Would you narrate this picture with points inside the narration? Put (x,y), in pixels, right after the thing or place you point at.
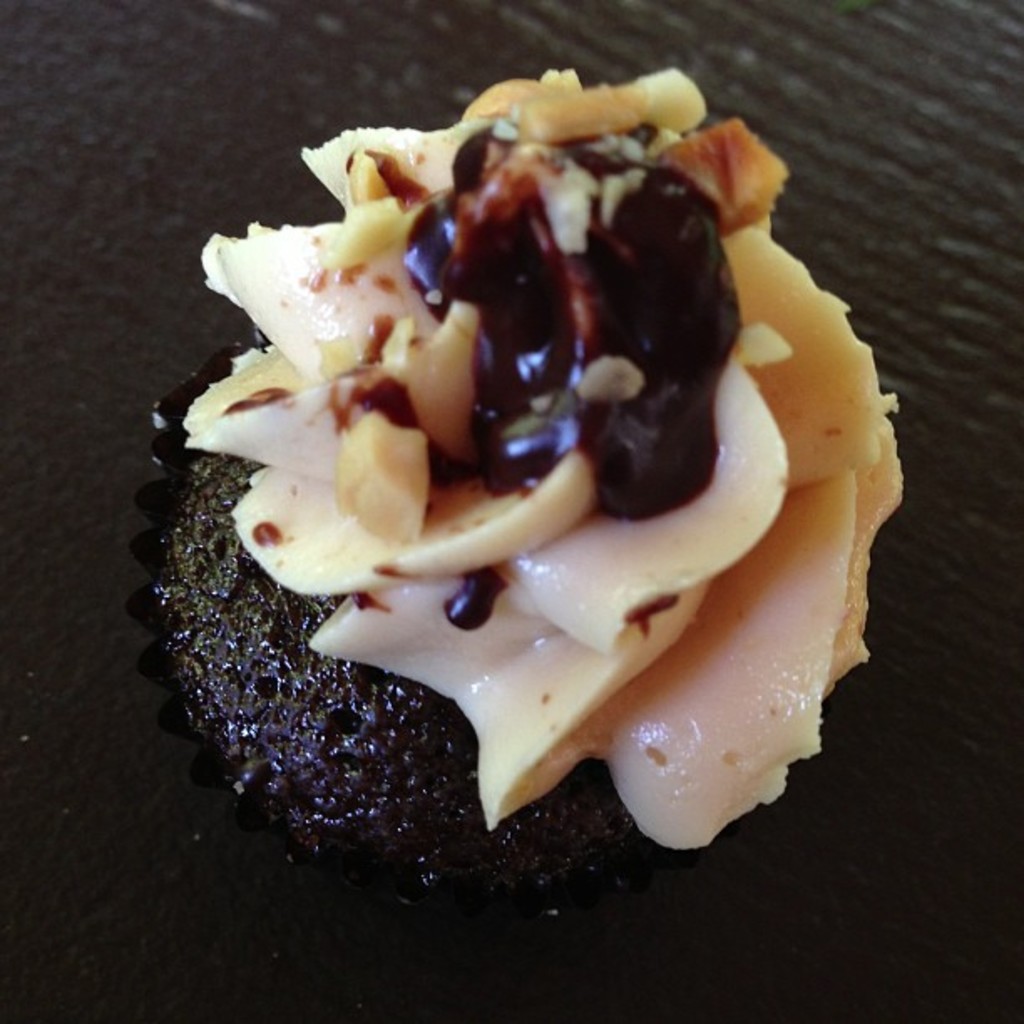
In the center of the image (373,378) there is a cake (293,580) placed on the table (449,924).
